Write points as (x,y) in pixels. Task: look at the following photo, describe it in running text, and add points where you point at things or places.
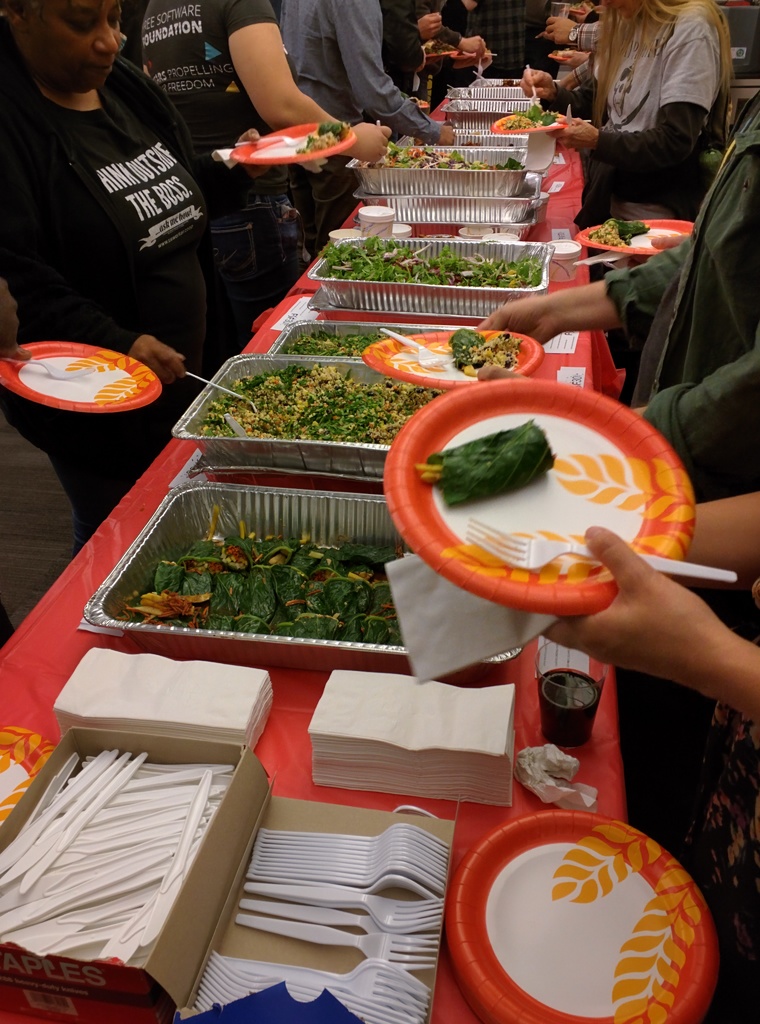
In the foreground of this image (346,394), there are trays (377,307) with food (377,586), tissues (185,704), forks (338,899), knives (147,890) in the cardboard box (119,842) and platters (516,937) on the table (33,690) and the persons (103,70) are standing around the table (43,673) holding platters (561,493) and forks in their hands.
